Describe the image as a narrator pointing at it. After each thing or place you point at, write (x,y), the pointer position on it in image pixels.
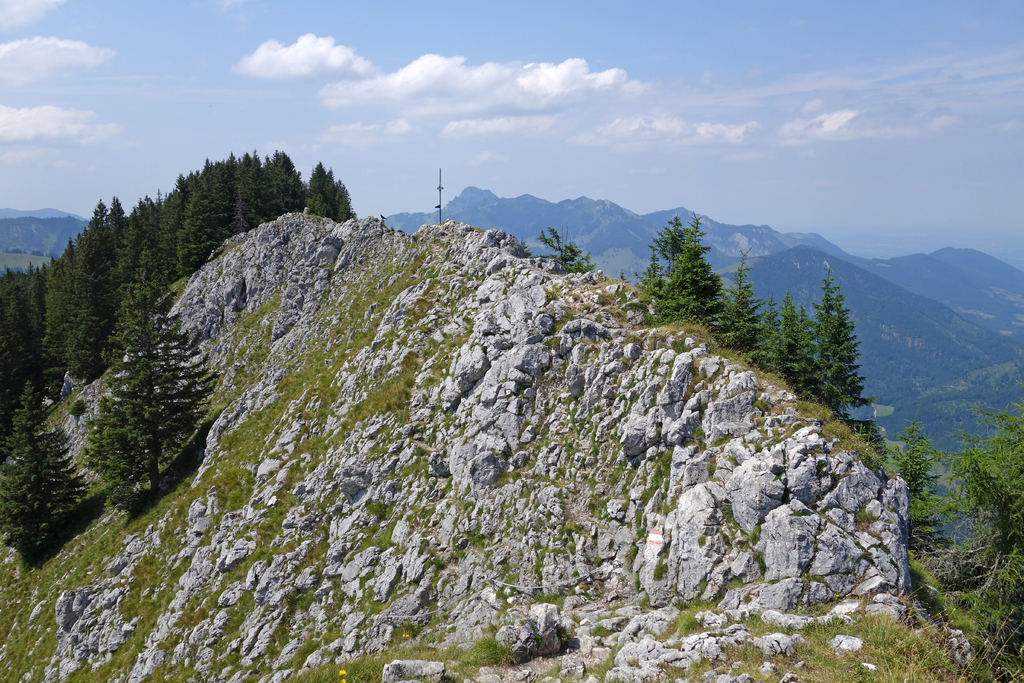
In the center of the image (484,364) we can see trees (118,332), rocks (472,341), grass (404,370), mountains (580,220) are present. At the top of the image (598,112) clouds (591,84) are present in the sky (570,139).
